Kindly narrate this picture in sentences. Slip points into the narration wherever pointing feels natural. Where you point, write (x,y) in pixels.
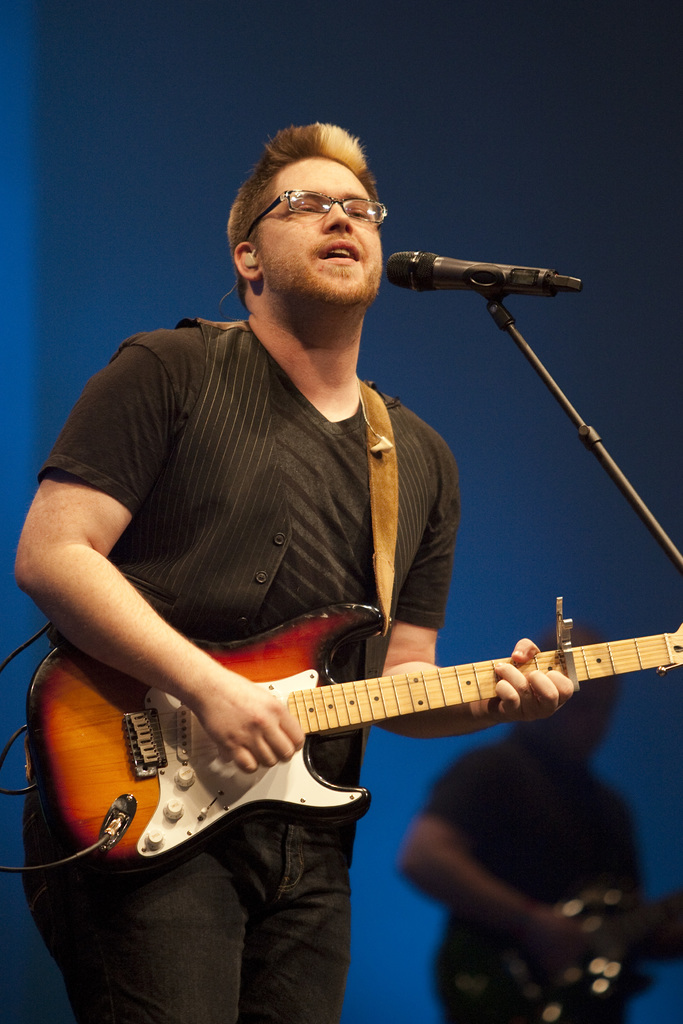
In the image we can see there is a man (247,735) who is holding a guitar (78,760) in his hand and at the back (377,777) the image is blur.
